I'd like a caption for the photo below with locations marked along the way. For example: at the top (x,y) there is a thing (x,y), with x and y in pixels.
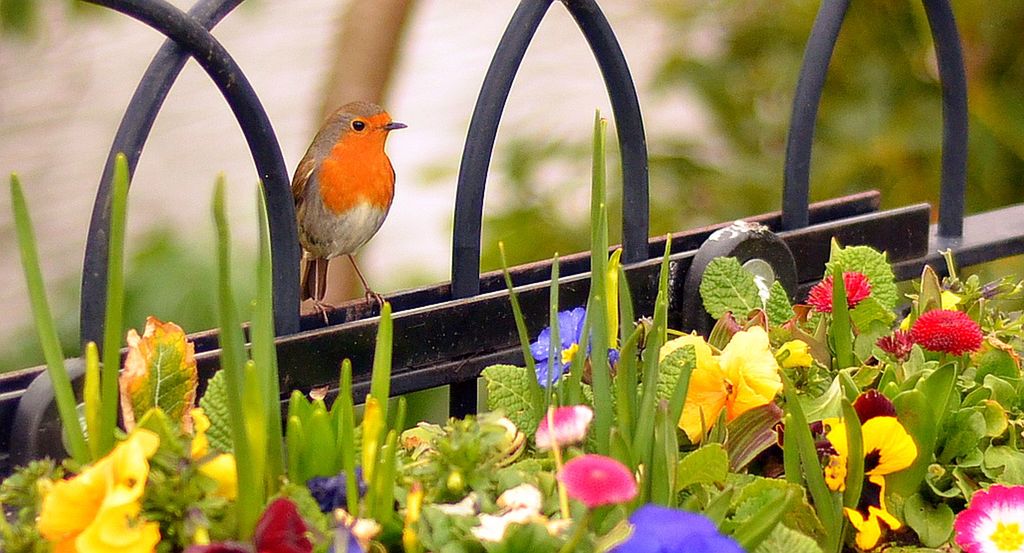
In this picture I can see a bird (373,229) standing on the iron grill (478,271), at the bottom (331,430) there are flowers (883,349) and plants (750,468).
